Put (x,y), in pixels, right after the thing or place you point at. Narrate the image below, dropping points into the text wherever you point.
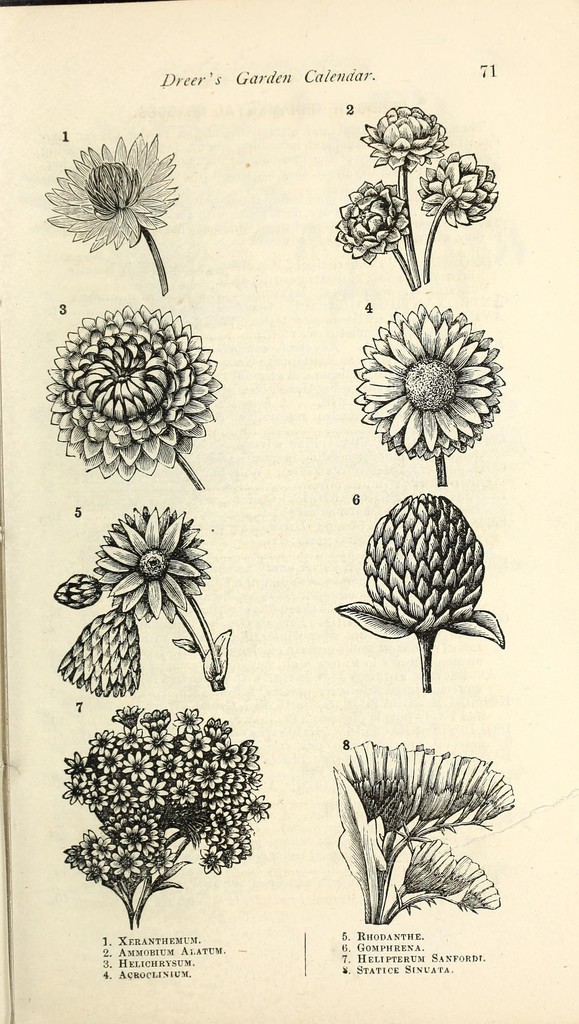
In this image, we can see a photo (561,106), in that photo (448,1018) we can see some flowers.
